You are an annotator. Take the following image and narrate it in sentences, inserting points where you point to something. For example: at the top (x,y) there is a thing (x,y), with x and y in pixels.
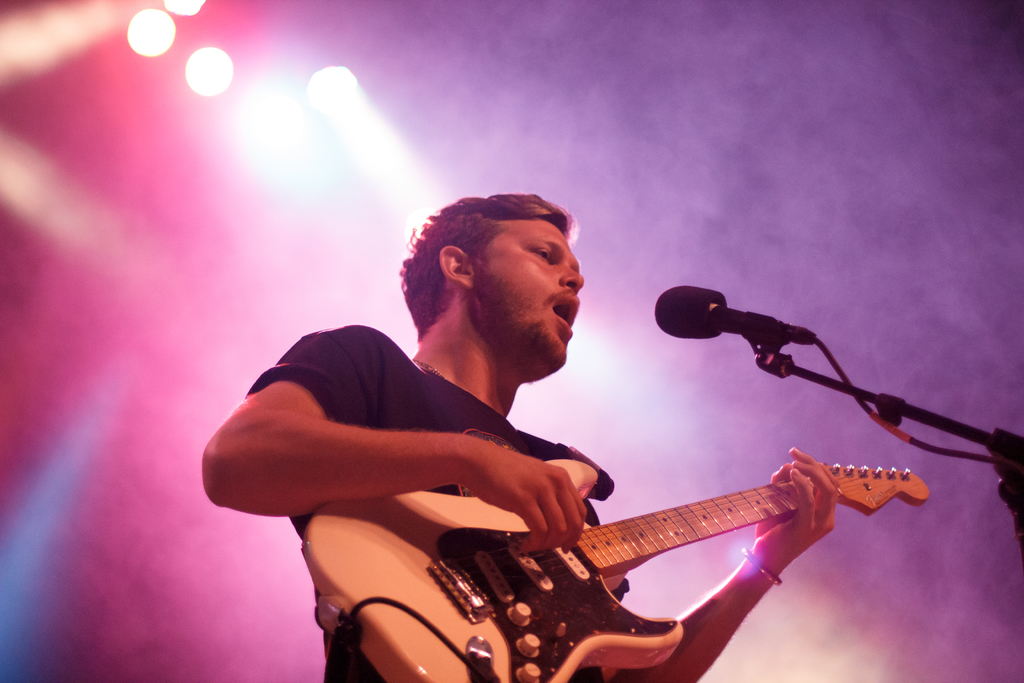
In this image I can see a man (587,510) who is playing guitar (602,590) in front of a microphone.
